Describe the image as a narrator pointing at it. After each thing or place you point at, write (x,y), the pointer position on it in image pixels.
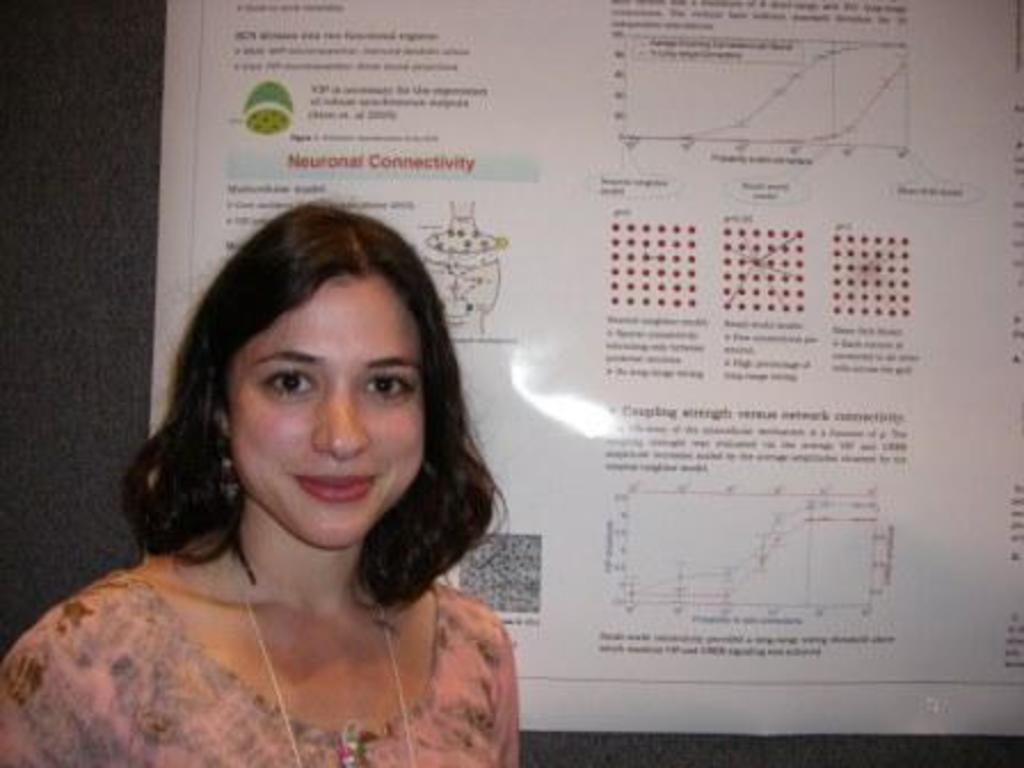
In this image we can see a woman (332,538) smiling. In the background (601,205) we can see the chart (757,620) with the diagrams (464,221) and text (305,67) and the chart (682,239) is attached to the wall (995,754).
